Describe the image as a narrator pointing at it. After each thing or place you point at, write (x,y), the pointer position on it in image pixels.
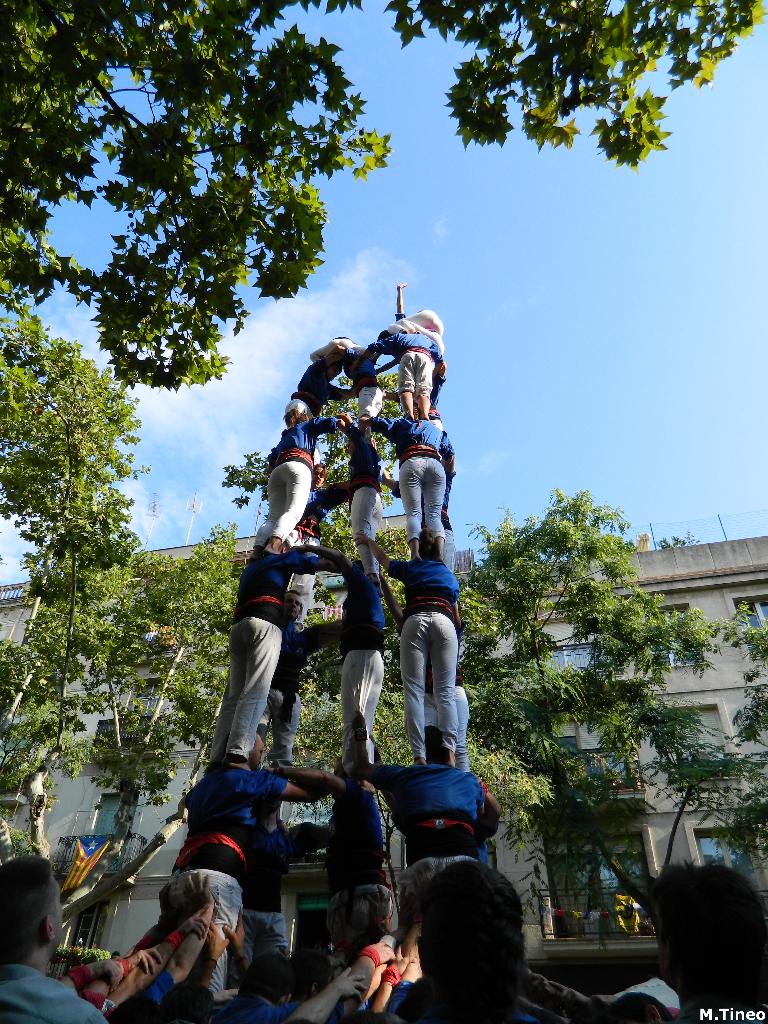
In this image we can see men (408,882) are standing on each other shoulders (386,347). Behind them trees (58,570) and buildings (704,677) are there. The sky (474,150) is in blue color with few clouds (252,356). Bottom of the image (286,986) people (210,982) are present.
